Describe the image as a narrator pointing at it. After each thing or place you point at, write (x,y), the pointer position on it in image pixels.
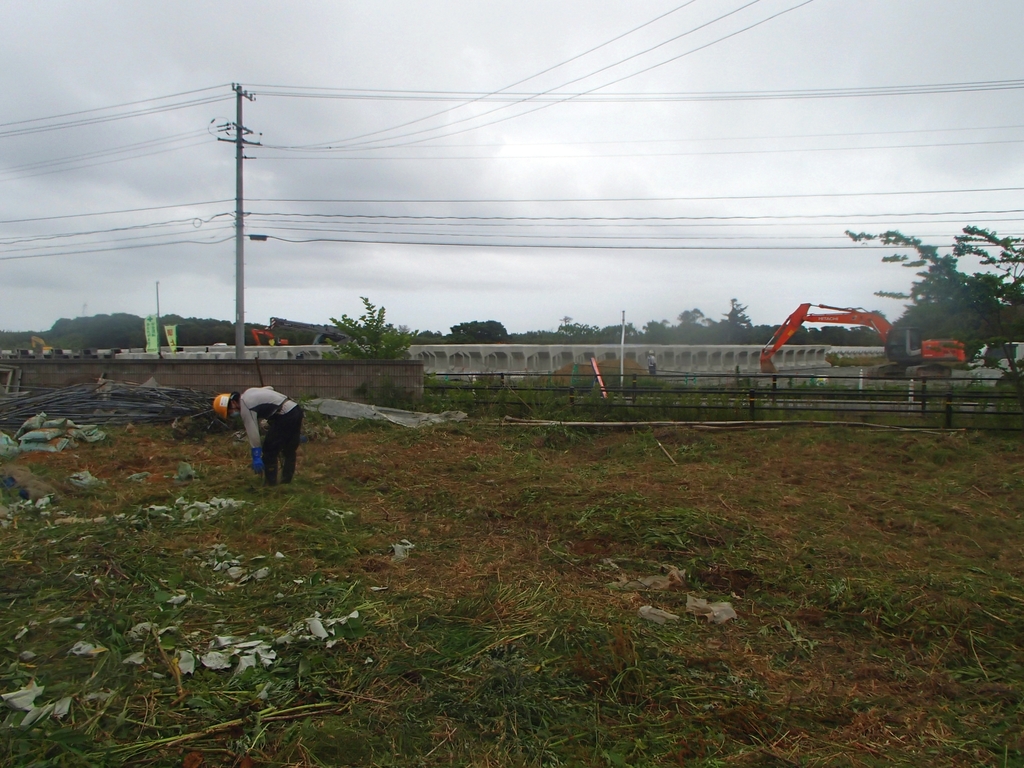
In this image there is the sky (553,146) towards the top of the image (590,126), there are trees (595,325), there are poles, there are wires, there is a vehicle (316,337), there is a fence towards the right of the image (832,390), there is a wall (122,368) towards the left of the image (319,370), there is grass (700,559), there are leaves (191,590) on the ground (291,565), there are objects (113,418) on the ground (462,464), there is a man (279,423), he is wearing a helmet (222,406).
